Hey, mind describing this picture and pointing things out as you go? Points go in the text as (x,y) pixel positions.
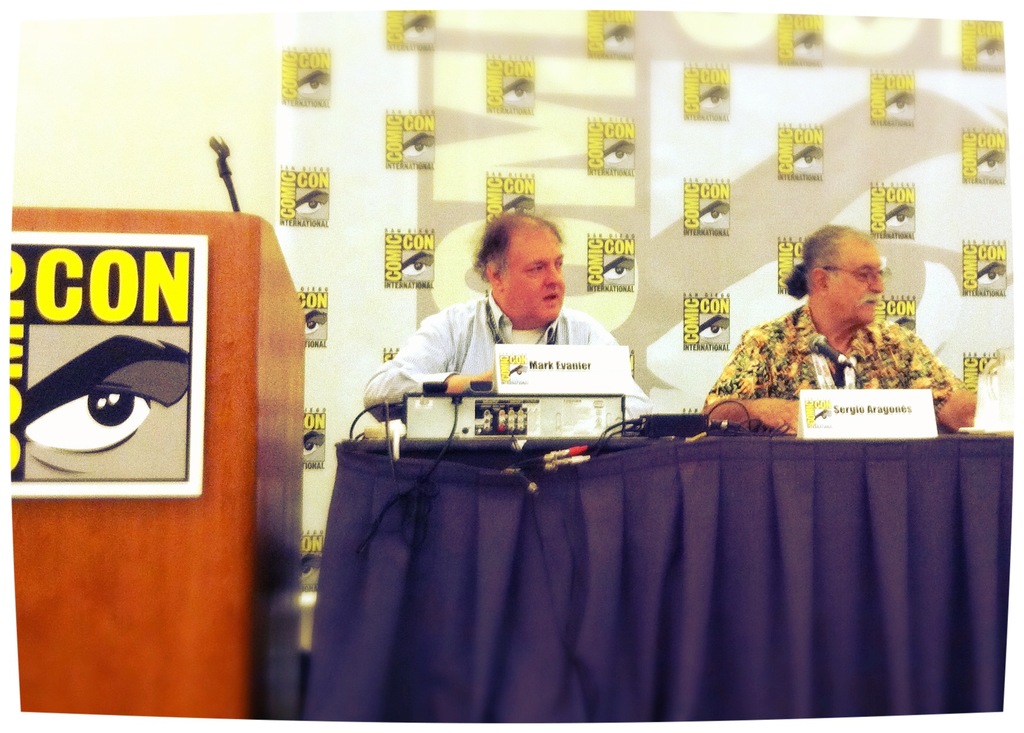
In the center of the image (518,305) we can see persons (430,376) sitting at the desk (478,633). On the desk (811,696) we can see some equipment (519,416) and name boards (853,416). On the left side of the image (185,370) we can see mic (224,155) and desk (209,377). In the background (332,106) we can see an advertisement (420,126) and wall (234,105).
